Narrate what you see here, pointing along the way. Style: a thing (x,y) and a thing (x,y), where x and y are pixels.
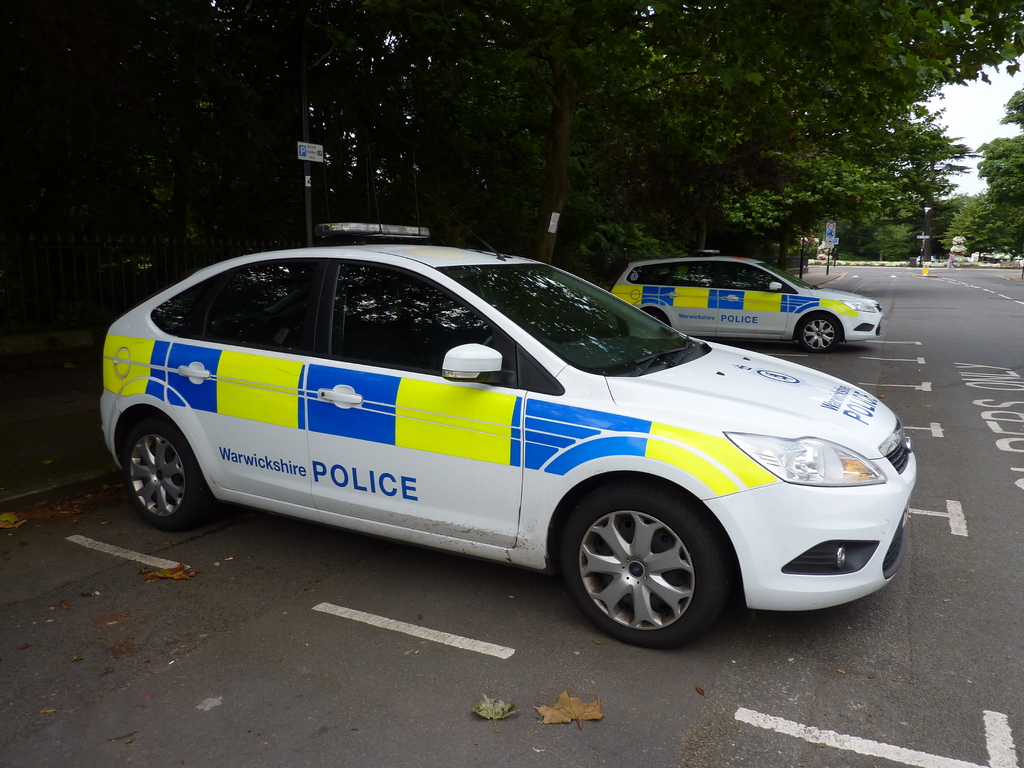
In this picture we can see two cars (560,522) and dried leaves (59,504) on the road (886,322). In the background (250,75) we can see trees (851,194), boards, some objects (825,254) and the sky (976,172).
